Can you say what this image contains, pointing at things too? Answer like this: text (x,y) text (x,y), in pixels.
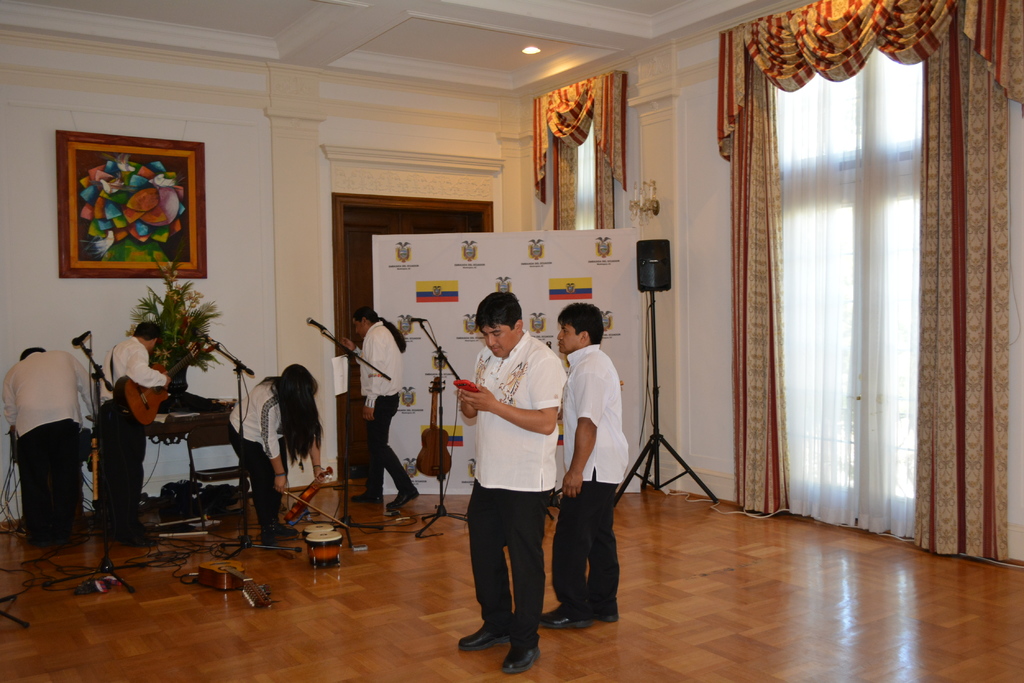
In this image I can see it is an inside of the building (462,524). And there are persons (285,531) standing and holding a musical instrument (297,519). And there is a microphone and a table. On the table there is a flower pot (197,363). On the side there are curtains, Light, Poster (510,256) and a wall (171,463). And to the wall (210,391) there is a frame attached to it.
